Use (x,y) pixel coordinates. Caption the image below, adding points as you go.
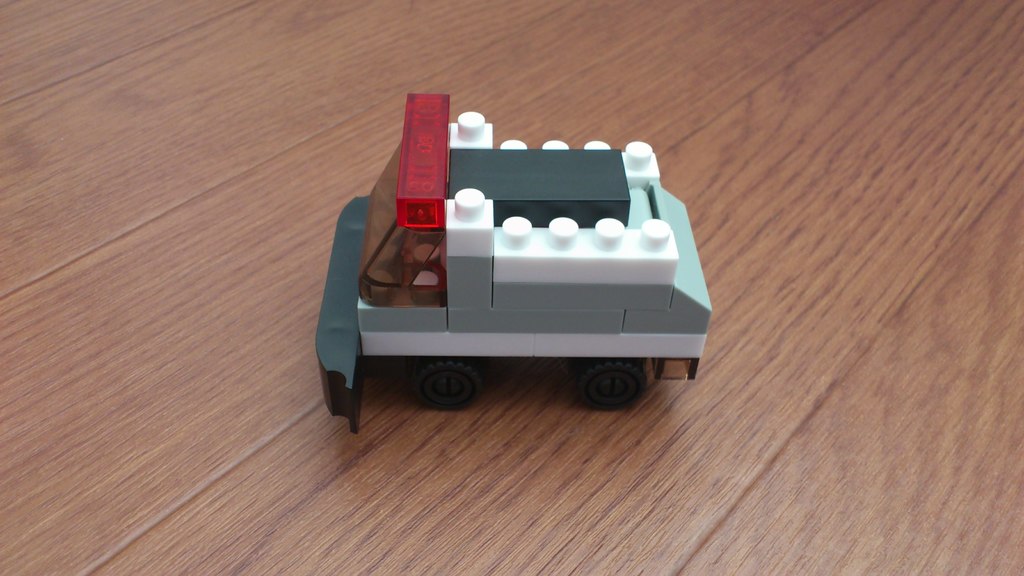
In the image in the center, we can see one table (621,87). On the table (769,368), there is a toy vehicle (502,330), which is in a different color.
